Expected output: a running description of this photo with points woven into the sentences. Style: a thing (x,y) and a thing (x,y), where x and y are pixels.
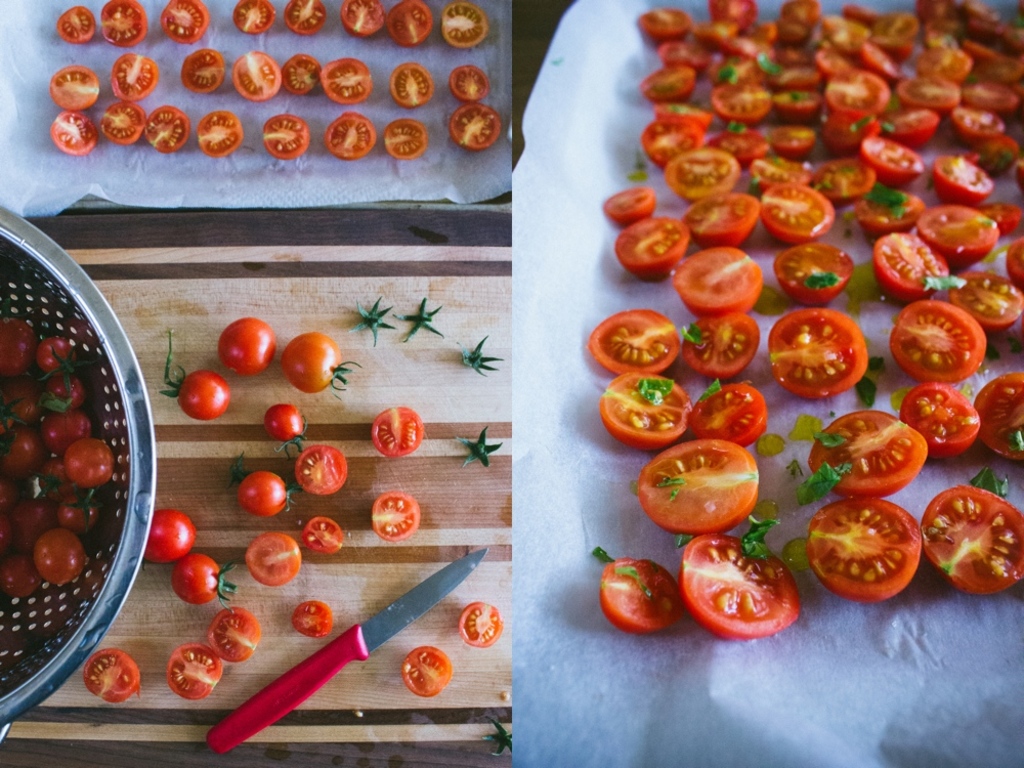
It is a collage image there are total two pictures and in the first picture the tomatoes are chopped and spread on a white sheet (303,159) and on the right side (862,722) there is a zoom in picture of chopped tomatoes (724,264).
